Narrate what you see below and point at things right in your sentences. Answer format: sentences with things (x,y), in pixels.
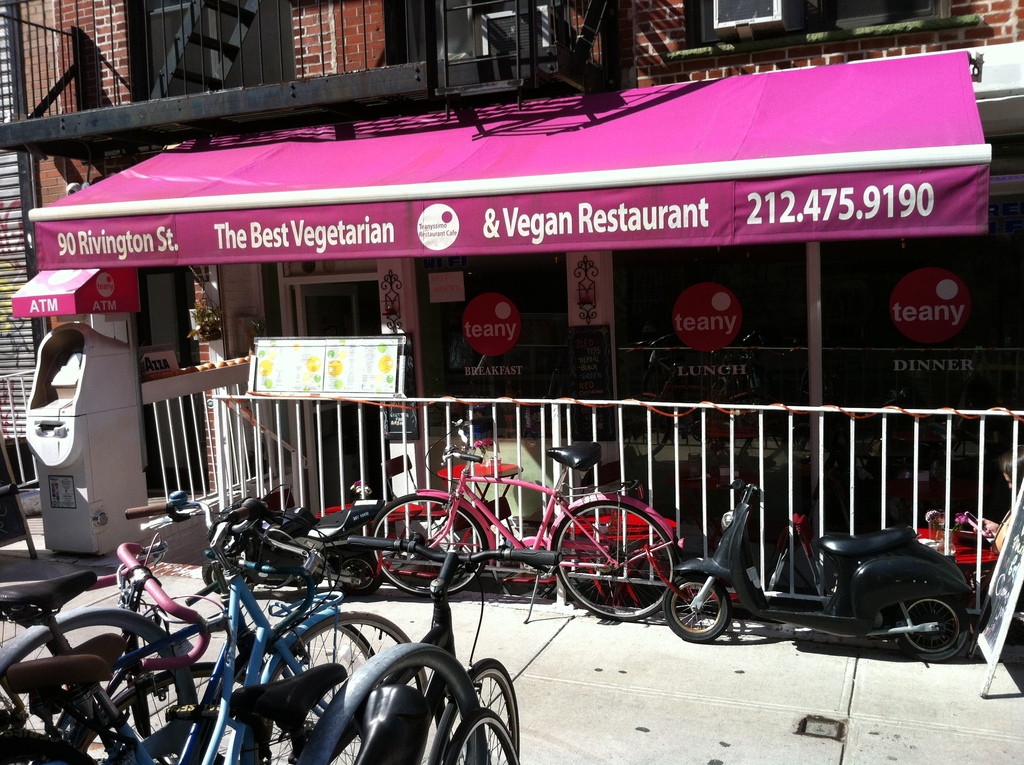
In this picture we can see vehicles (295,560), railings (667,562), machine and boards (1020,560). We can see building (851,21), posters (463,278) on glass (867,300), store (789,306) and objects (154,392).
